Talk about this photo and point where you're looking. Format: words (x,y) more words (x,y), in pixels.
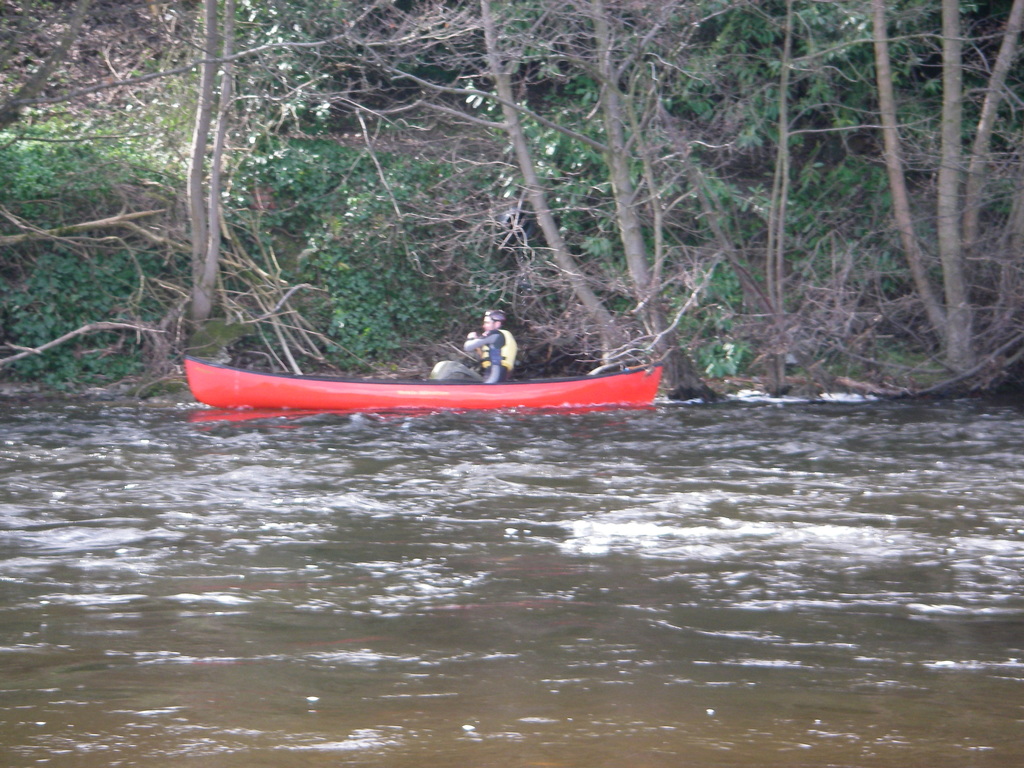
In this image we can see a person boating on the surface (487,457) of the water (487,457). We can also see the trees (609,179) in the background (815,250).
